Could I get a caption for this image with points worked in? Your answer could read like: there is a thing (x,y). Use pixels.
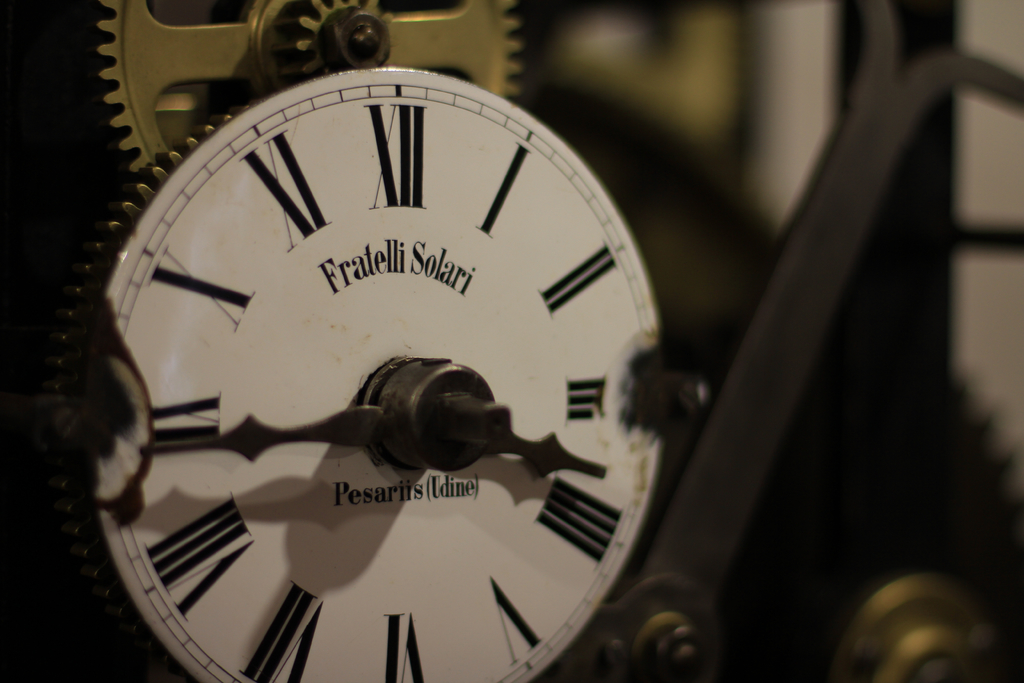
In this image we can see the dial (174,593) of a clock (349,541) containing some roman numbers (308,635) and text (343,285) on it. On the backside (501,26) we can see a gear (345,27).
